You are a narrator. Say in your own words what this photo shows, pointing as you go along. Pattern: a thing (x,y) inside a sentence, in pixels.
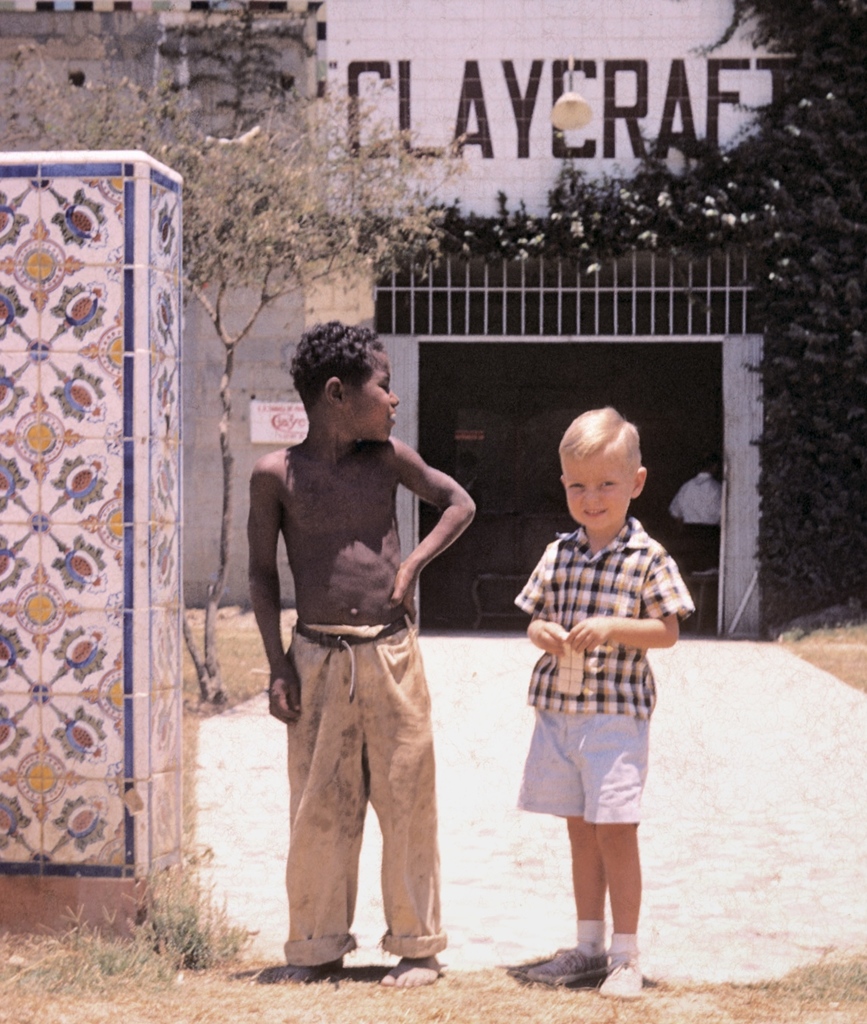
In this picture there are children (432,499) in the center of the image (334,357) and there is a gate (710,340) and trees (224,149) in the background area of the image (219,153), it seems to be a wall (104,333) on the left side of the image (140,353).
